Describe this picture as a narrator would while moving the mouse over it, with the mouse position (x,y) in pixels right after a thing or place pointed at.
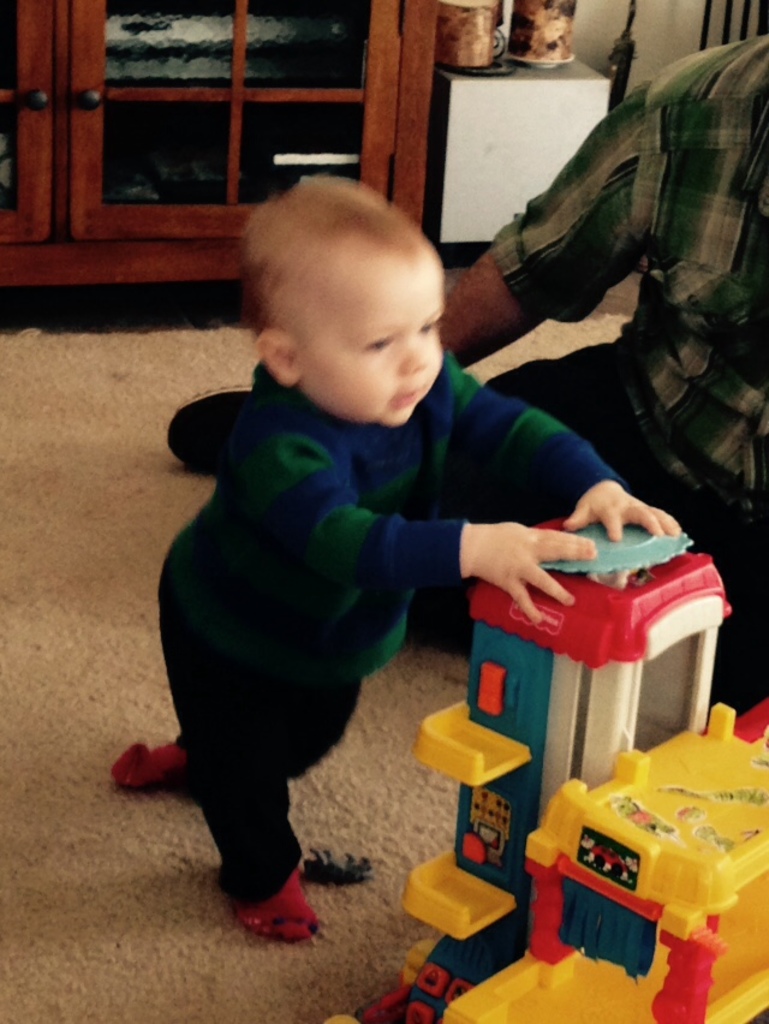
In this image in the foreground (239,680) there is one boy (251,630) who is playing in front of him there are some toys (552,704), in the background (619,381) there is another person (649,404) who is sitting and there is a cupboard (384,121), table (468,134). On the table (440,79) there are some cups (458,60) and beside the table (592,104) there are some objects (733,27), at the bottom (430,852) there is a floor (252,952) and on the floor (22,745) there is one carpet (73,715).
